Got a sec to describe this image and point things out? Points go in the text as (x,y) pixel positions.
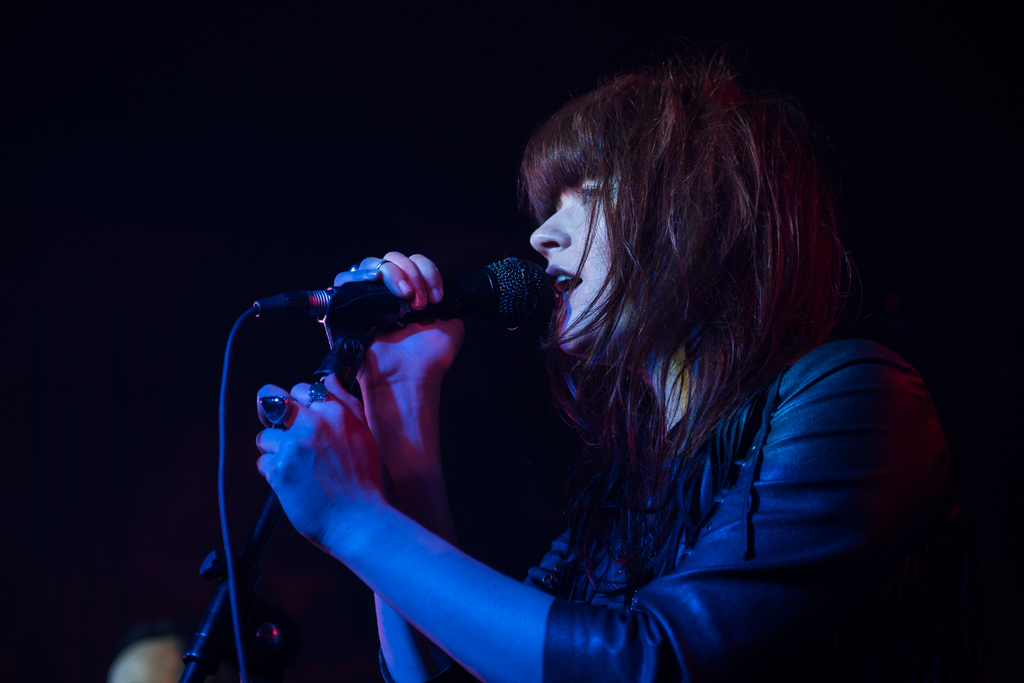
In this picture we can see a woman (633,193) holding a mic (451,300) with her hands (395,266) and talking and in the background (202,323) it is dark.
